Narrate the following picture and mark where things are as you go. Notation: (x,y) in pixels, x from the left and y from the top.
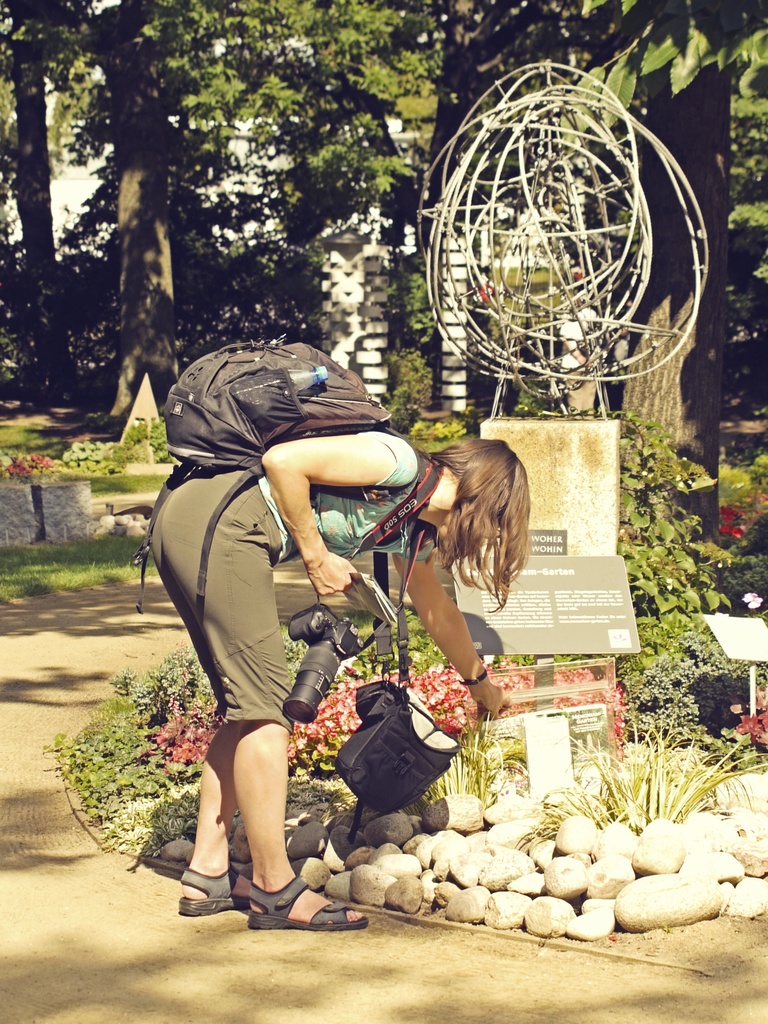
In this image there is a woman (266,511) bending, wearing bags (247,364) and holding camera (332,623) in her hand (327,569), in front of her there are stones (503,824), plants (653,729) and an architecture (562,438), in the background (700,140) there are trees (677,81).
